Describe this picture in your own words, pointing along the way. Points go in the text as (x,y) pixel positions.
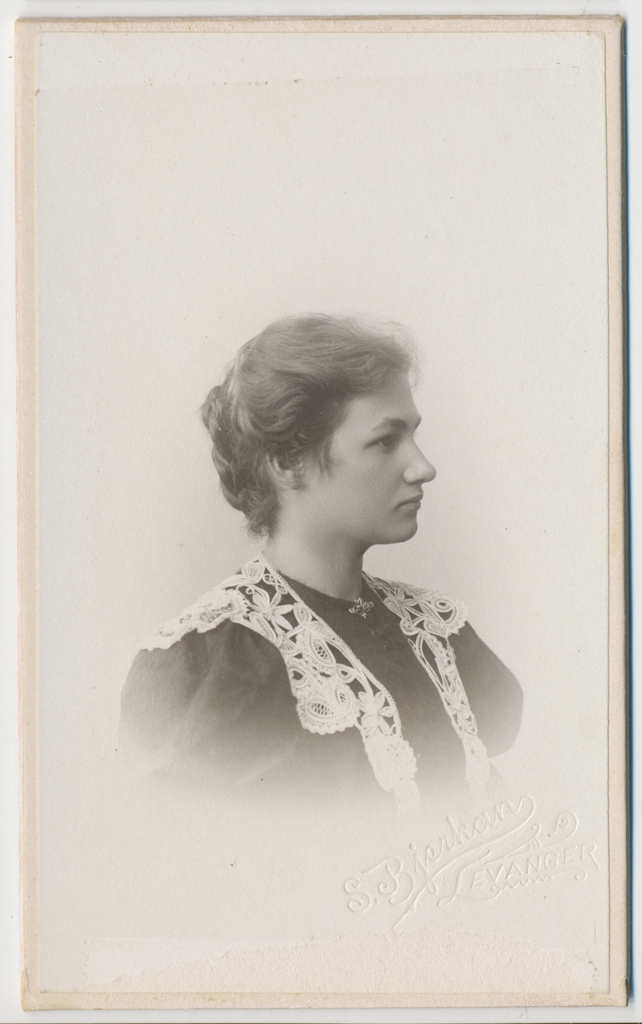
In this image, we can see a person (300,502) and some text (476,871).
